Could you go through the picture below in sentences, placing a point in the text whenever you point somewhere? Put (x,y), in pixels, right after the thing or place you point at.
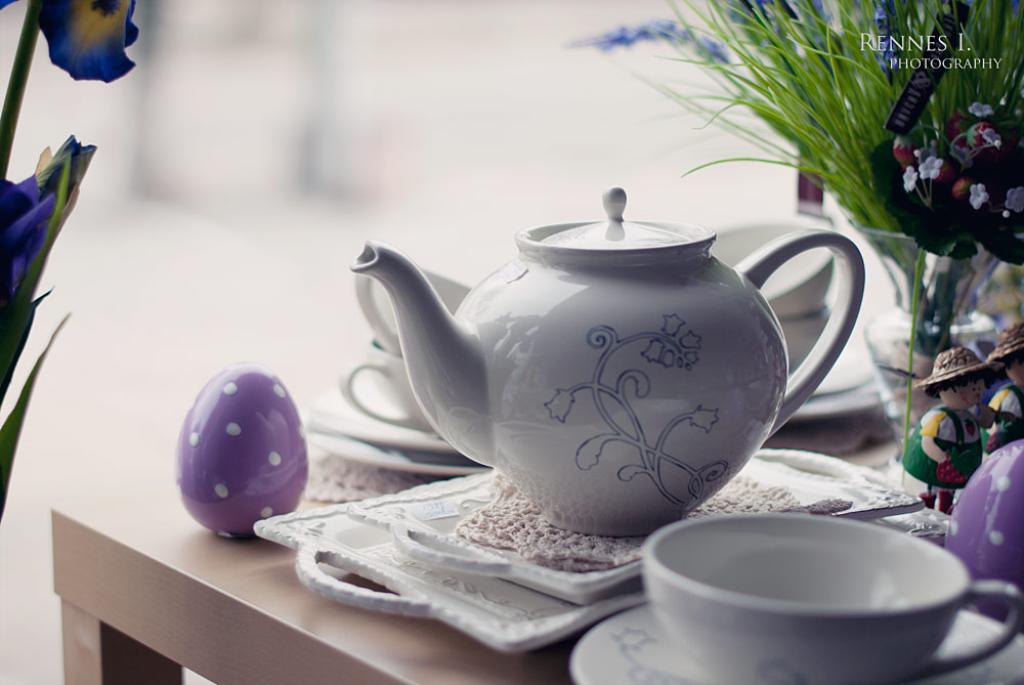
In this image we can see a teapot (658,510), tea cups (743,598) and many objects (632,651) on the table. There is a flower (101,29) to the plant (880,97). There are some toys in the image. There is a vase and plants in the image.
